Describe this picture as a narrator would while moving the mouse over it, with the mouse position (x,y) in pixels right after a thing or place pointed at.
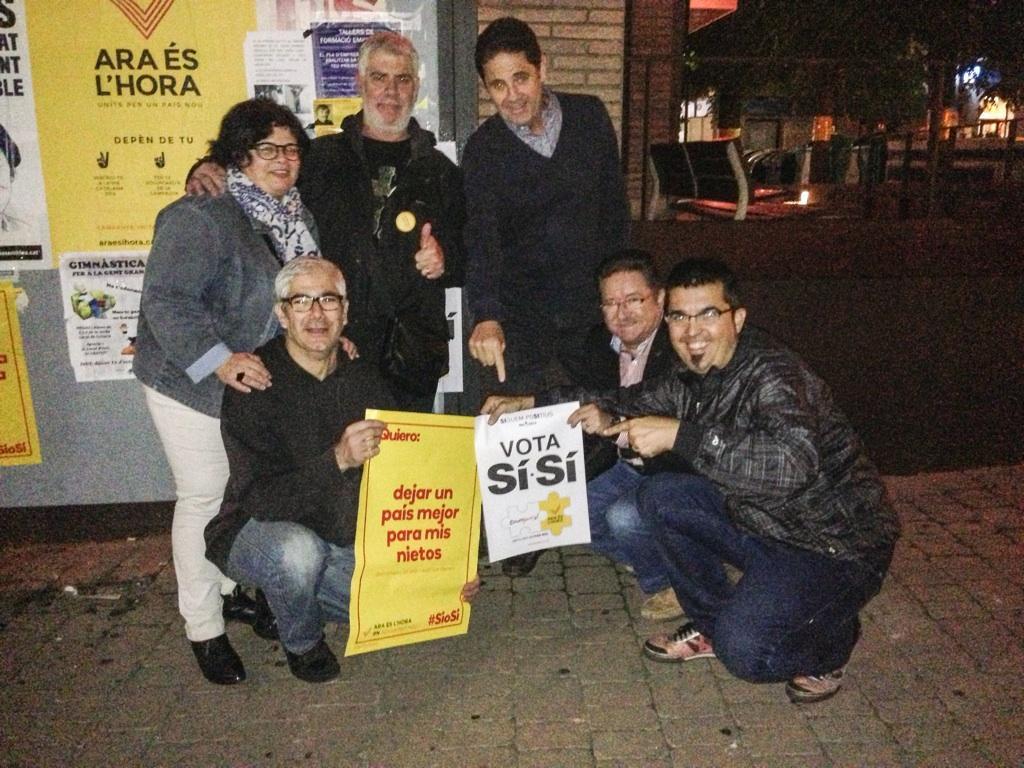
In the center of the image (516,272) we can see persons (494,306) holding papers (395,498). In the background (588,81) we can see posts (470,78), building (555,80), chair (712,178), trees (703,89) and lights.
